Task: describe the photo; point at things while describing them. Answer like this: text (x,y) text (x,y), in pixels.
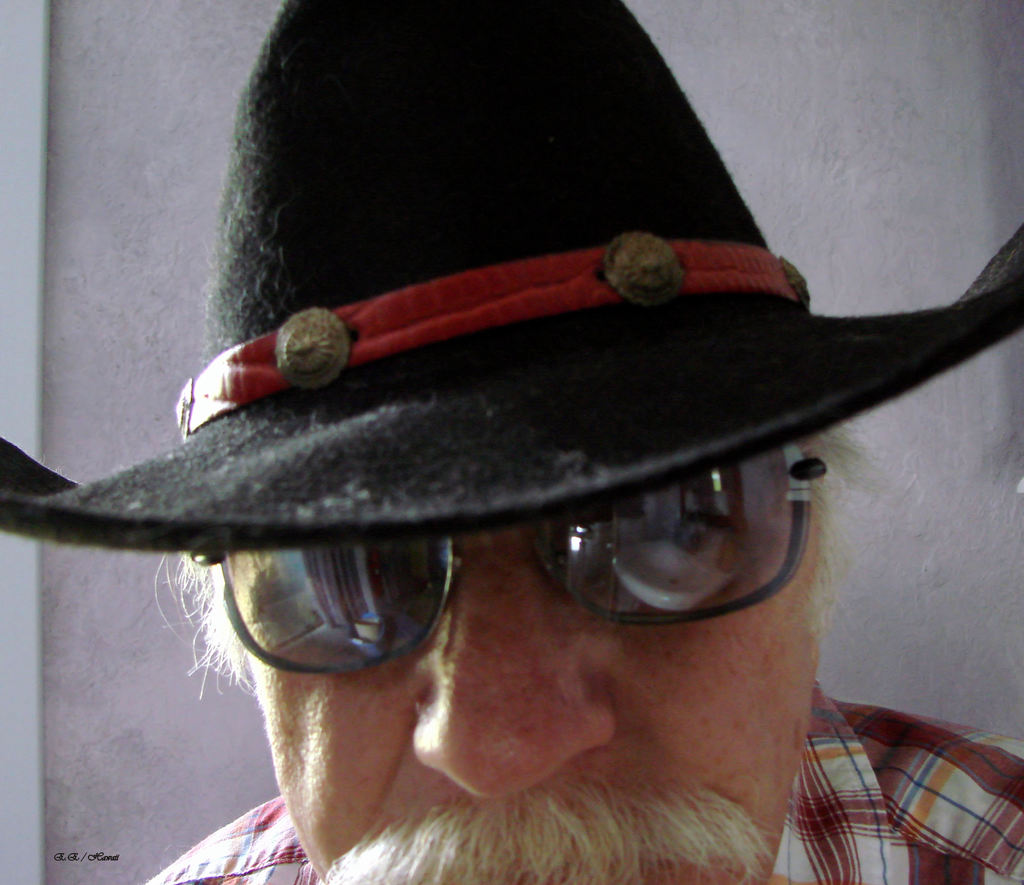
This image consists of a person (429,590). He is wearing goggles (430,562) and hat (357,262).
